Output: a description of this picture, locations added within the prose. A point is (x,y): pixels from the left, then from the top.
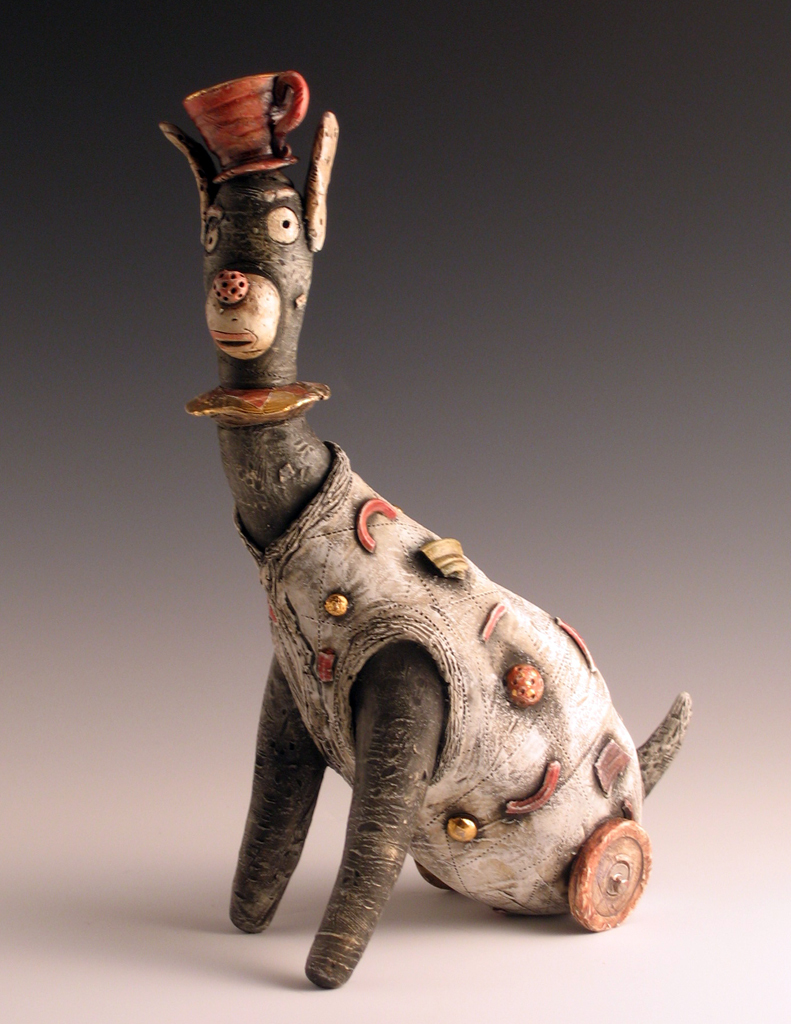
There is a toy (314,535). On the head (213,171) of the toy (238,296) there is a cup (226,160). In the background (126,367) it is gray color.
